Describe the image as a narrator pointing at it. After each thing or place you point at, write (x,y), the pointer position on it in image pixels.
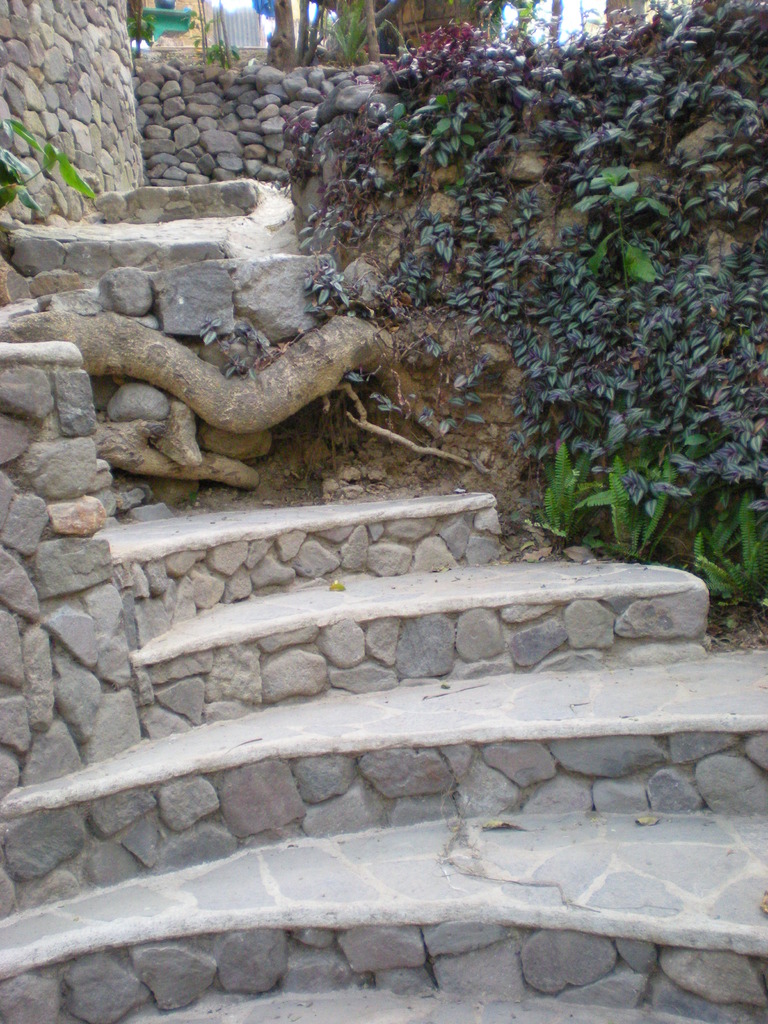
At the bottom of this image (425,858), there are steps (337,744) made with rocks (146,510). On the top left (64,160), there is a plant (51,160). On the top right (703,159), there are plants (633,124). In the background (277,12), there are trees (133,2) and other objects (167,17).
